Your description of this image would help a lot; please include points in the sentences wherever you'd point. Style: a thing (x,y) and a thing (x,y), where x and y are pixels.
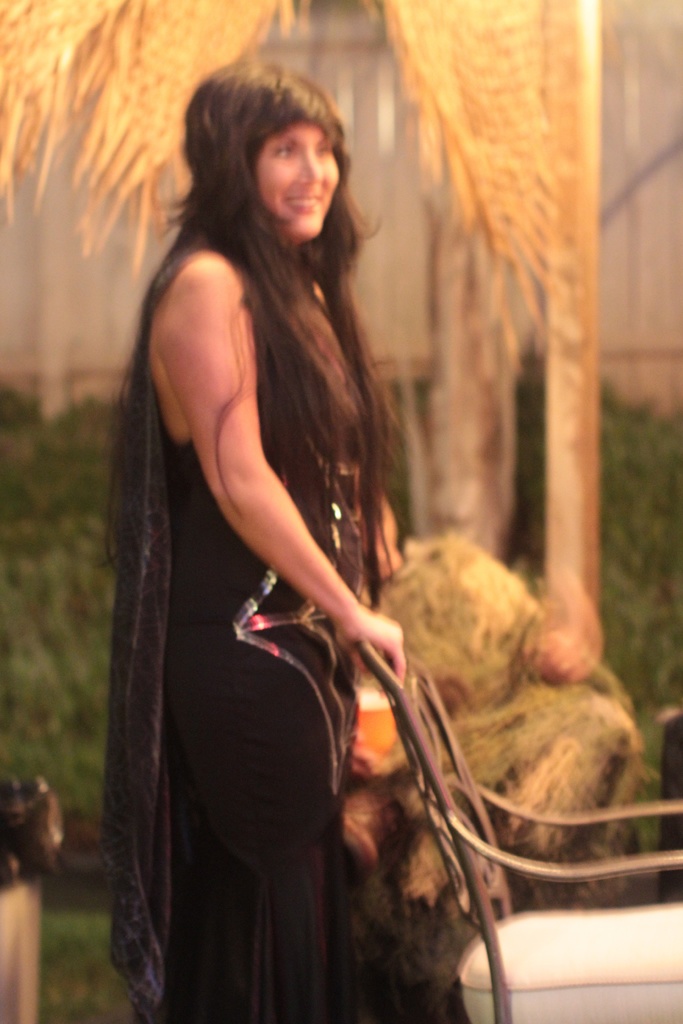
It is a blur image, there is a woman (251,609) standing beside a chair (429,753) and she is wearing a black dress (289,672) and the background of the women (216,578) is blur.
